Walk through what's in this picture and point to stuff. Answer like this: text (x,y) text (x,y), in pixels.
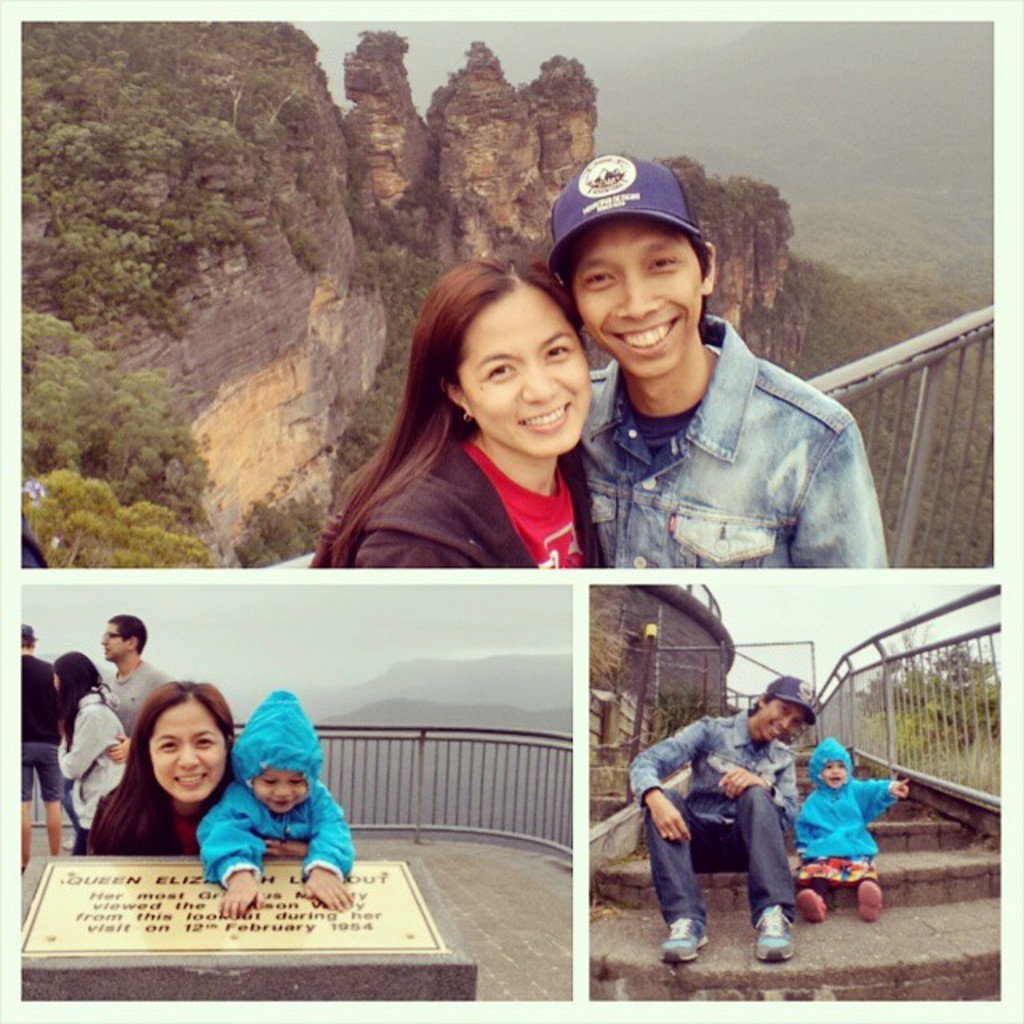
This image looks like an edited photo, in which I can see a group of people (440,553), memorial (185,929), fence (613,723), steps (753,956), trees (25,207), mountains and the sky (339,666).
